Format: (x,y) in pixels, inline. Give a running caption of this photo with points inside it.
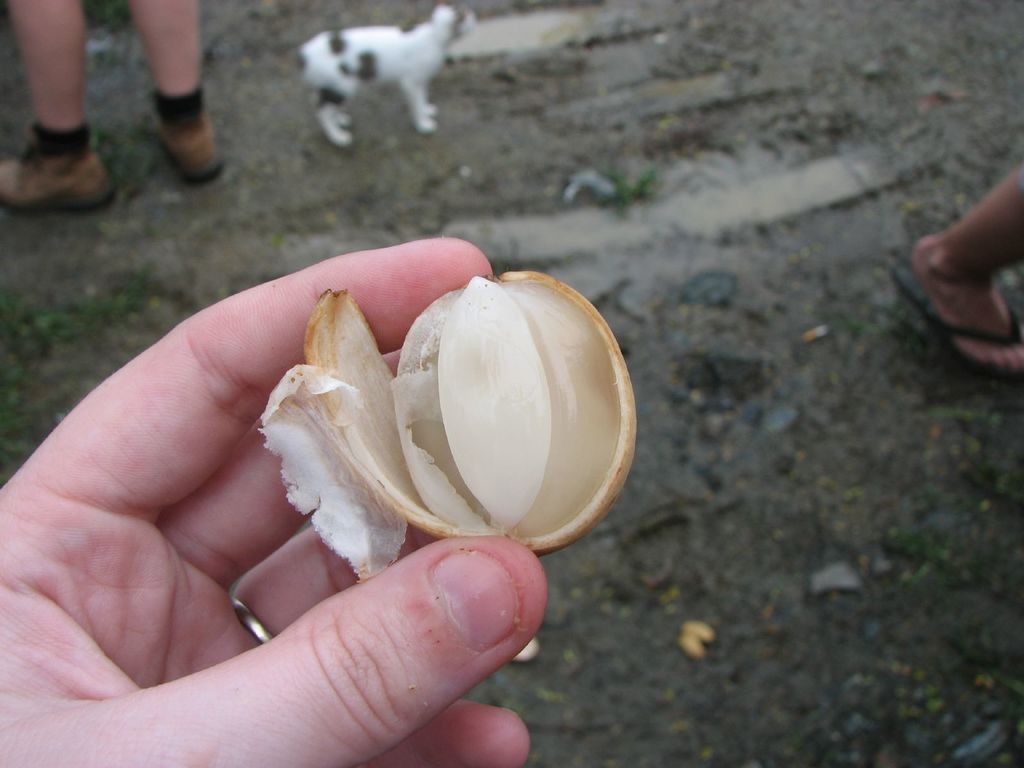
In this image I can see a person's hand (317,276) which is holding an opened nut (499,312) and at the top (48,75) I can see person leg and white color dog (408,51), on the right side (998,218) I can see a person leg (986,223).
